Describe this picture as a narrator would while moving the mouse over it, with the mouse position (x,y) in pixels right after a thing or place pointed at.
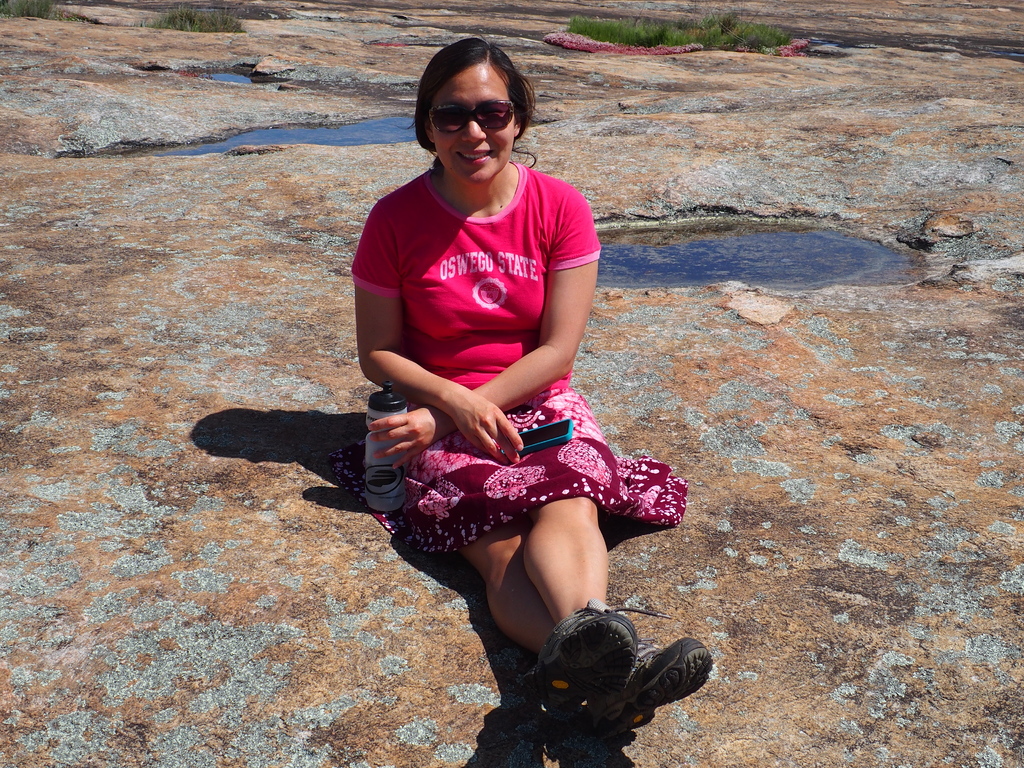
In this picture we can see a woman (421,432) is sitting and she is holding a bottle (376,489) and a mobile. Behind the woman (462,307), there is water (619,235) and grass (610,29).
